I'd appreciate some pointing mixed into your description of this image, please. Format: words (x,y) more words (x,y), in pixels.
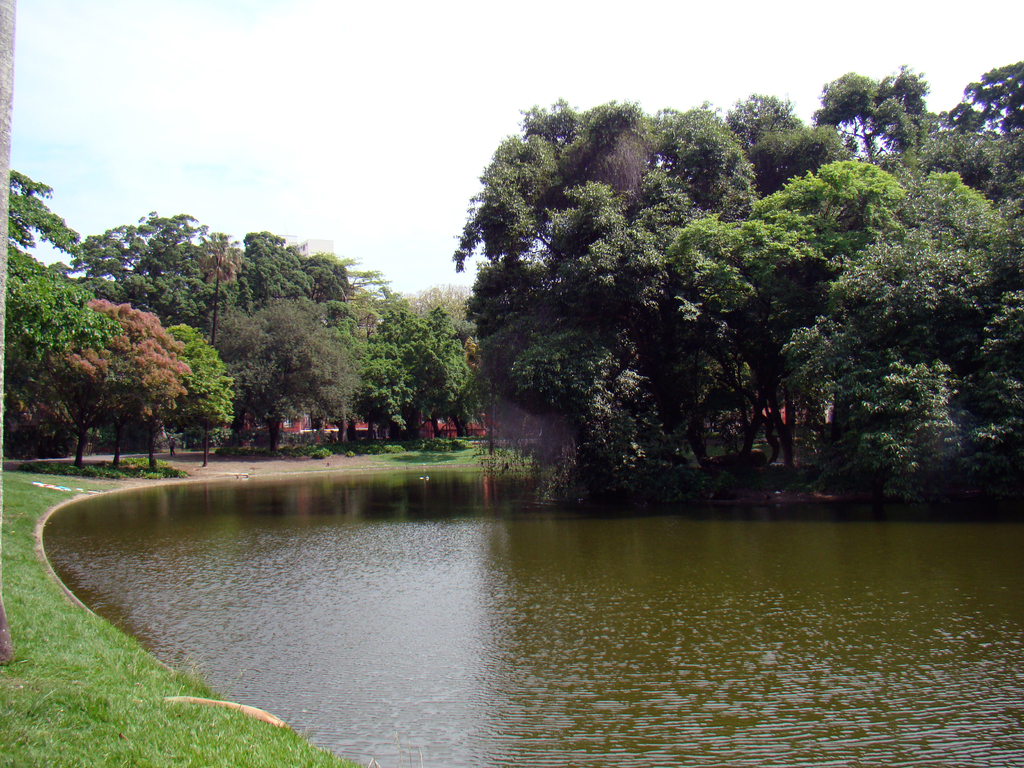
In this image I see the water (440,552) over here and I see the green grass (101,733). In the background (648,11) I see the sky (279,188) which is clear and I see number of trees (462,295).
